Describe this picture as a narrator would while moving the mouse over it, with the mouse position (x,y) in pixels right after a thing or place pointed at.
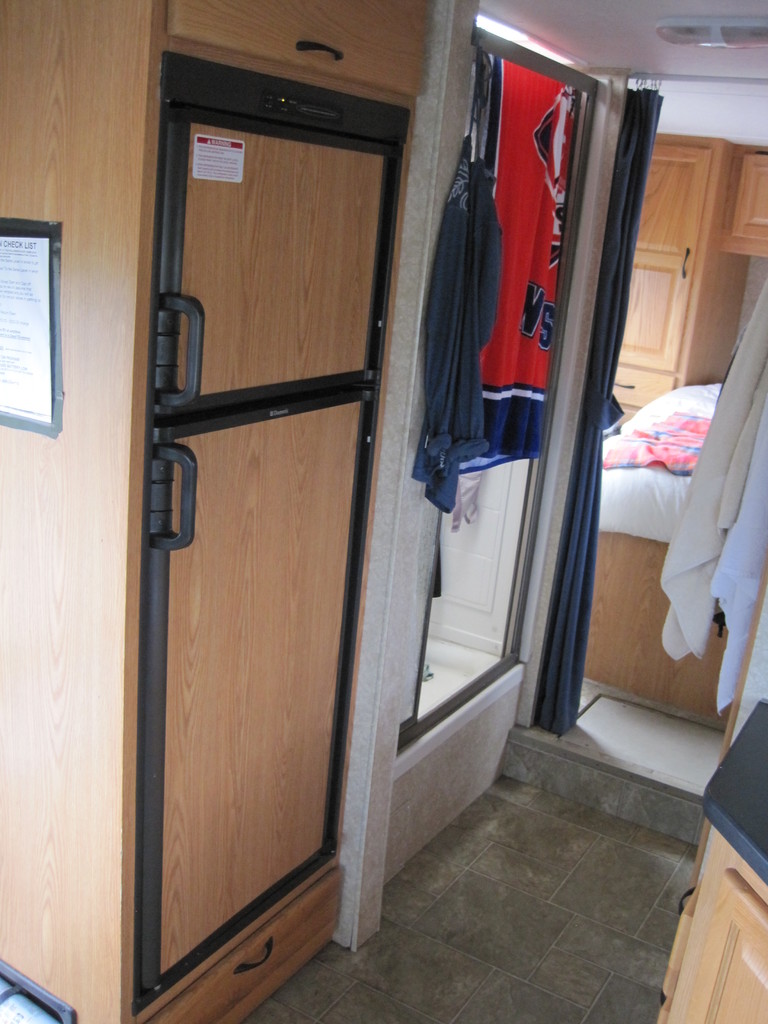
In this picture we can see the text (13,363) on the objects (55,384). We can see clothes (535,244), wooden objects (679,222) and other objects (3,1001).
